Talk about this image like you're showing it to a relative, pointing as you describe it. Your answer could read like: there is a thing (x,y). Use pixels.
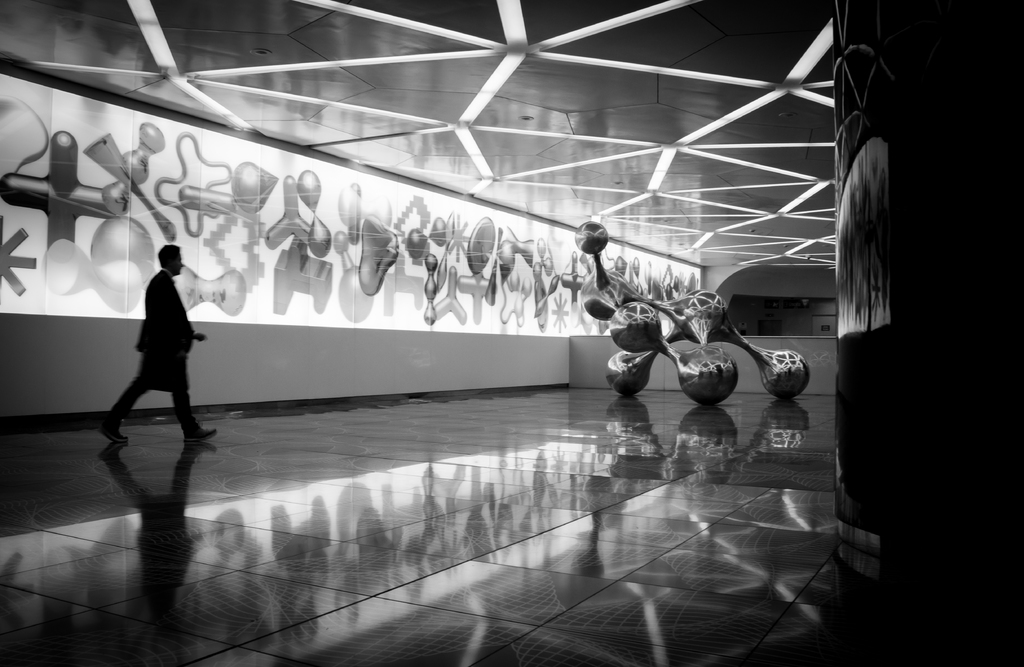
This is a black and white image, in this image there is a man (150,388) walking on a floor (349,476), in front of him there is a structure (712,319), in the background (607,257) there wall (153,178), on that wall (455,300) there are some symbols (375,270), at the top (446,42) there is ceiling (600,136).
